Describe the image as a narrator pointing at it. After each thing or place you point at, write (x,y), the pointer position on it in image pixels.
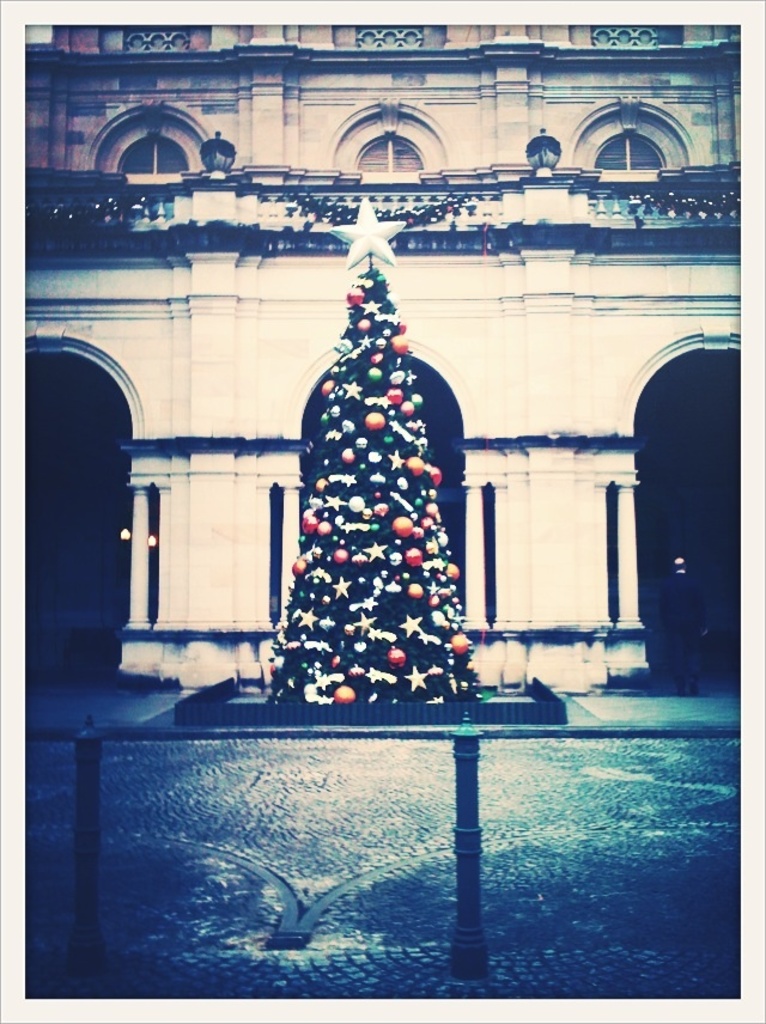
In the image we can see there is a decorated christmas tree (387,494) kept on a base (349,721) and there is a star (365,238) kept on the top of the christmas tree (370,306). Behind there is a building (286,160).
